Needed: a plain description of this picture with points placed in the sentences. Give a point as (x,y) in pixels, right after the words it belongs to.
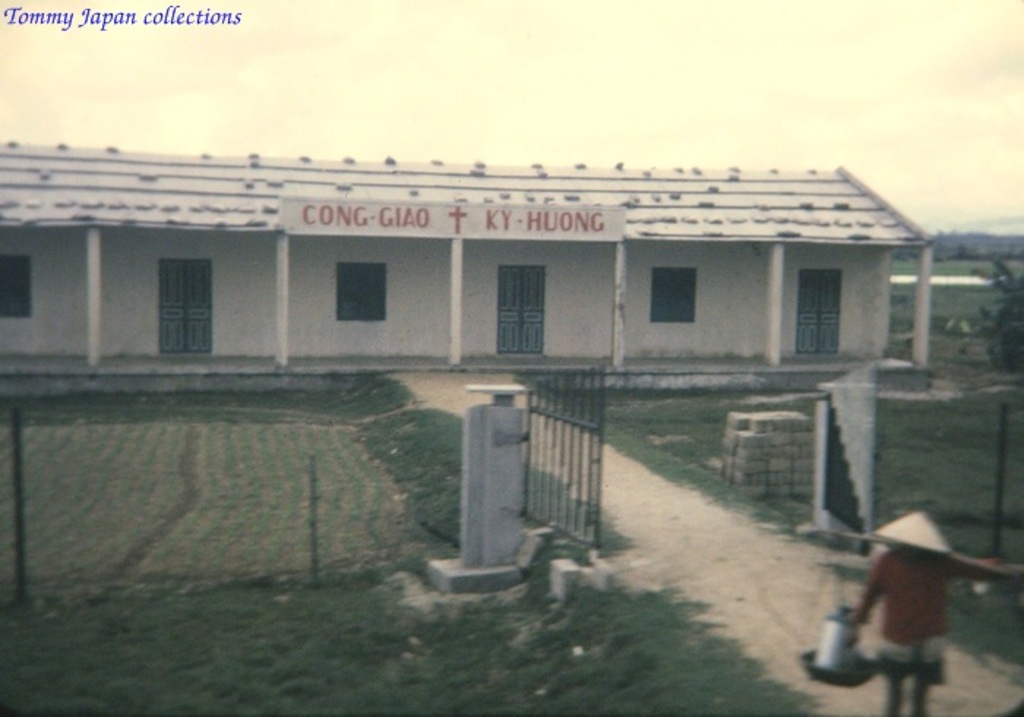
In this image we can see a building (657,283), a board (443,219) with text (341,219) on the building (623,243), there are few stones (780,459), gate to the pillar (526,422), a tree (1006,324), poles (999,459), a person (893,568) holding an object (996,563) and the sky (720,110) in the background (552,105).
